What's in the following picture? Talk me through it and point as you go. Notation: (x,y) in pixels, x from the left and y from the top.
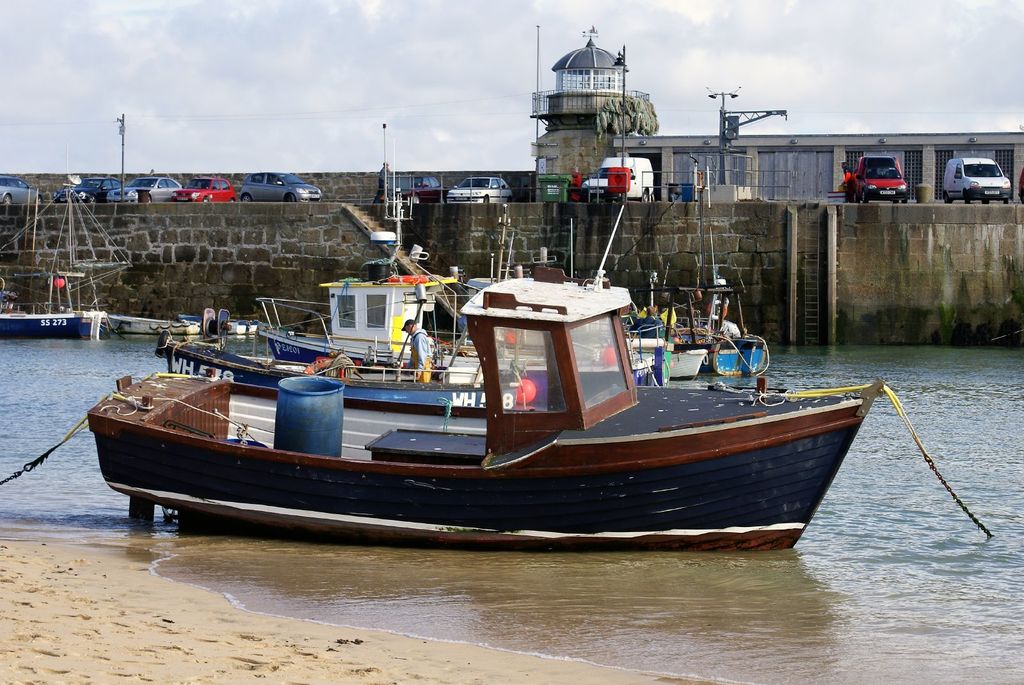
In this image, we can see few boats (560,388) are above the water (778,588). In the middle of the image (426,345), we can see a person (414,348). At the bottom (355,660), there is a sea shore (265,670). Background (281,245) we can see wall (235,214), stairs (417,266), few vehicles (958,195) and rods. Top of the image (197,96), there is a sky (442,88). Here we can see a shed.
